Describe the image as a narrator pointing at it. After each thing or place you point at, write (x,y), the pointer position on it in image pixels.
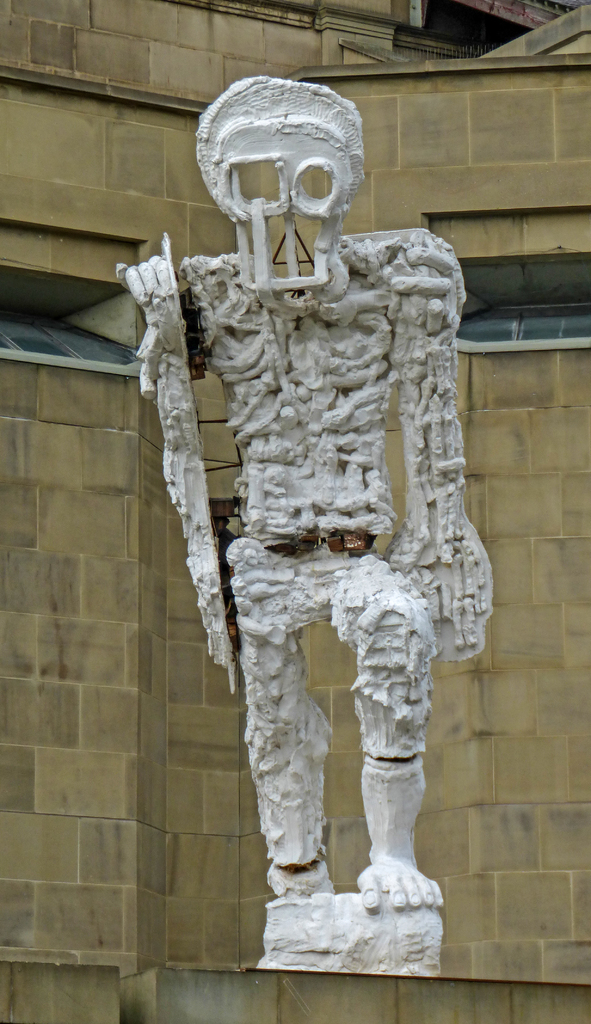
In this image we can see a white color sculpture (381,611). Behind yellow color wall (118,454) is present.
